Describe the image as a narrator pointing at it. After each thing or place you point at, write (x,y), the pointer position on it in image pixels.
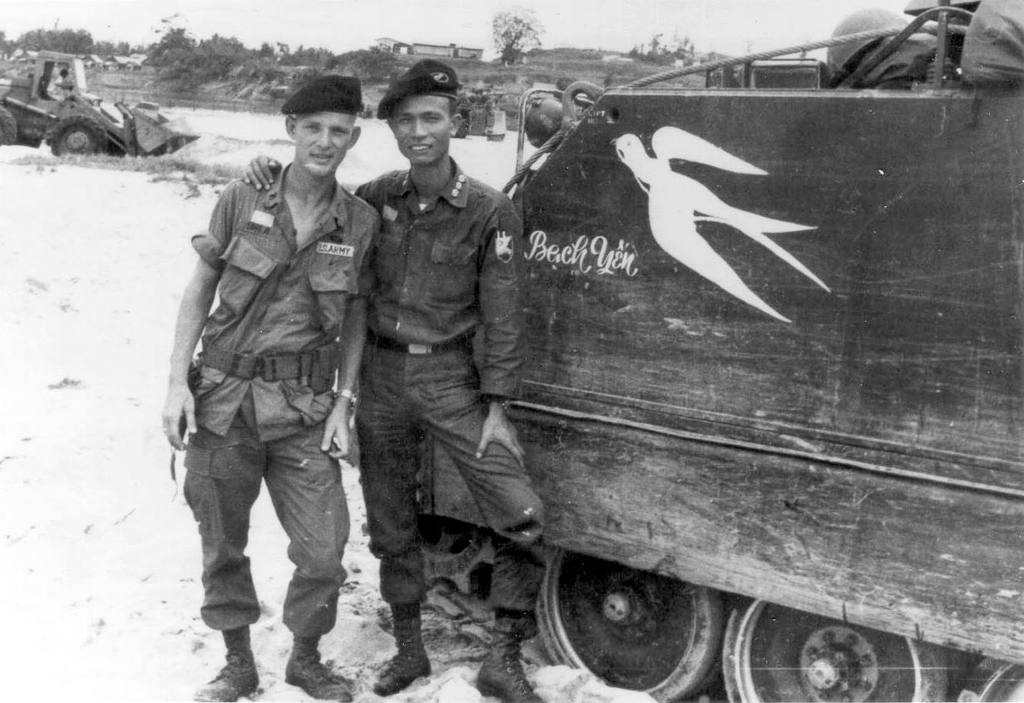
In this image we can see two persons (386,347) wearing army dress (391,292) standing on sand (11,421) near the vehicle (659,377) and in the background of the image (99,131) there is another vehicle (98,130), there are some trees (261,51), house (439,49) and clear sky (348,2).
